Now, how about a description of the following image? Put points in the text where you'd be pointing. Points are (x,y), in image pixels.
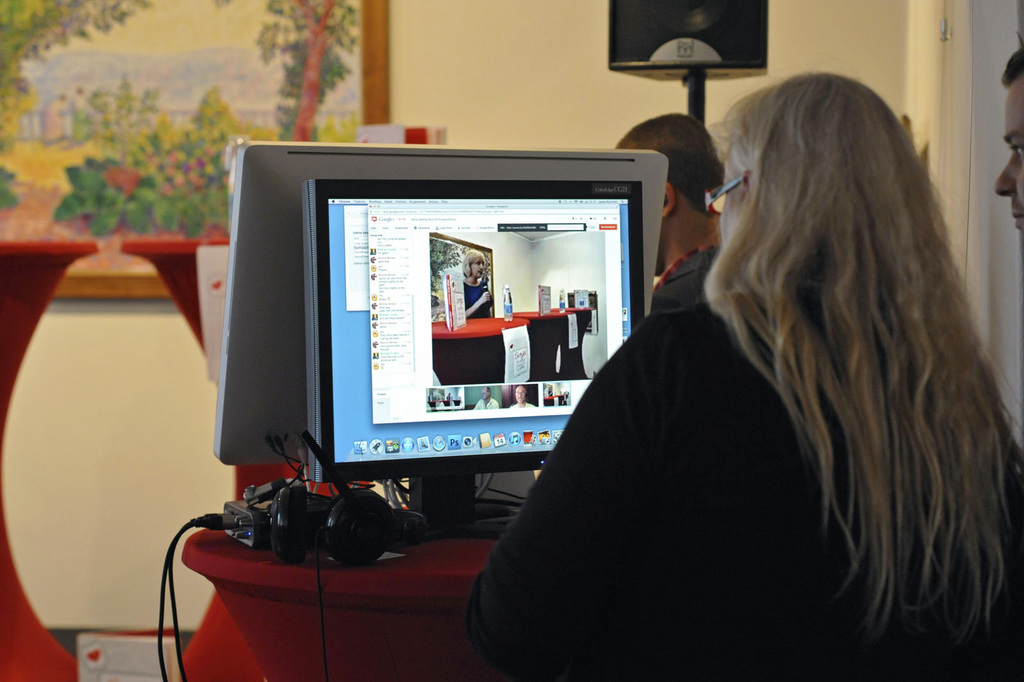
In this image I can see on the right side (730,533) a woman (625,528) is working in the monitor (505,362), on the left side (21,39) there is a painting (221,126) to this wall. In the middle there is a headset (359,541).
